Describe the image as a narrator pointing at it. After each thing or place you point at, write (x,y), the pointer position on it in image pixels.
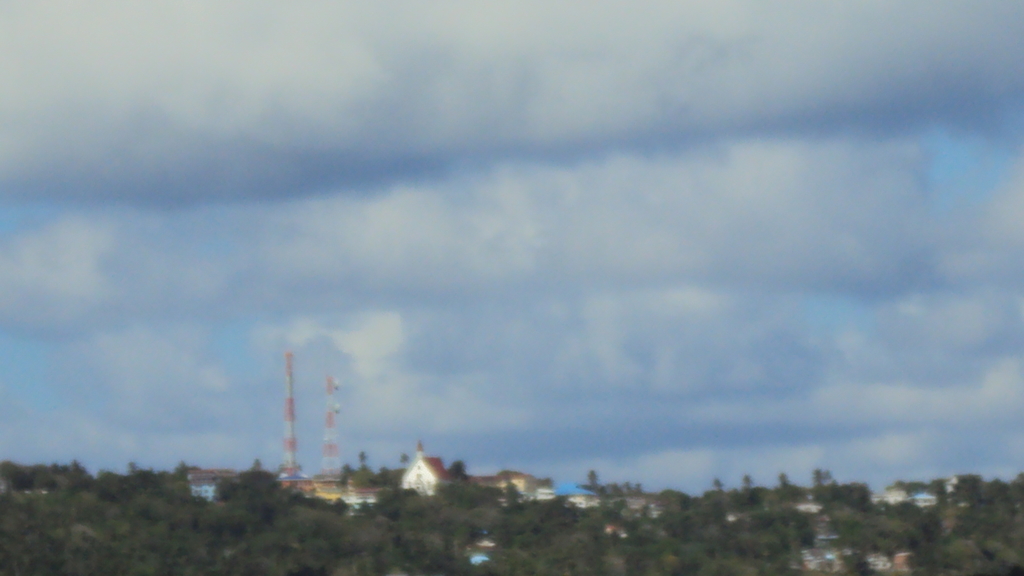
This image is slightly blurred, where we can see trees (321,546), houses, towers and cloudy sky (301,283) in the background (545,400).
